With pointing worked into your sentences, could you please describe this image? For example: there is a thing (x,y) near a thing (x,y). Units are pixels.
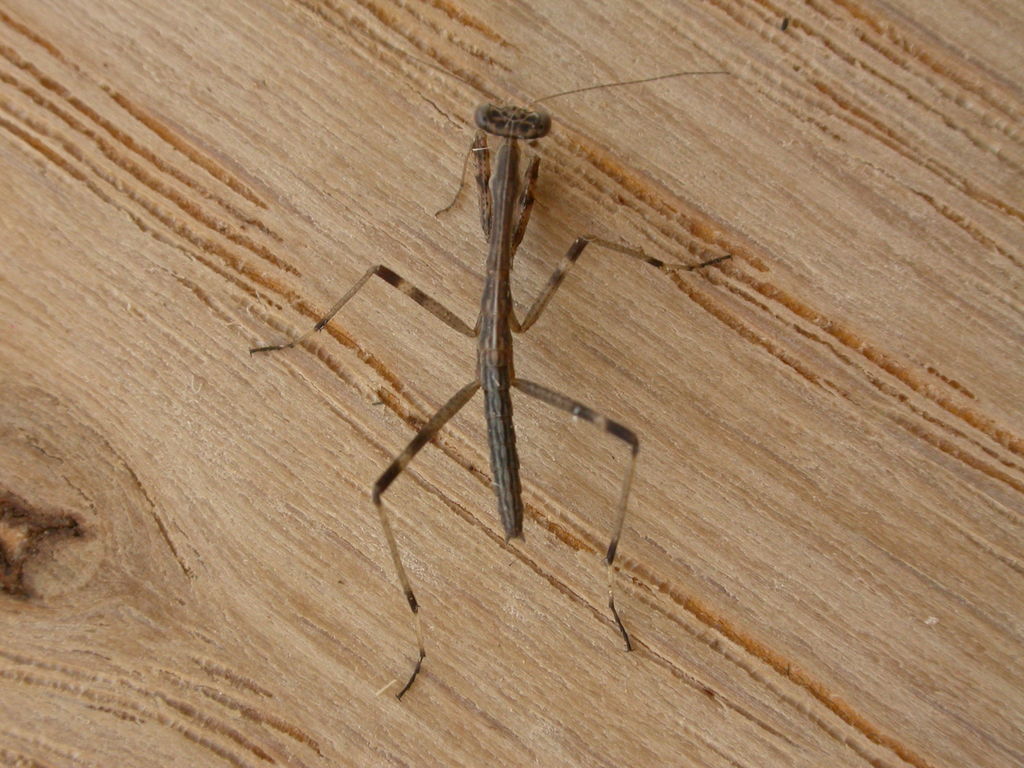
In this image I can see in the middle (495,398) there is an insect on the wood (654,574).
